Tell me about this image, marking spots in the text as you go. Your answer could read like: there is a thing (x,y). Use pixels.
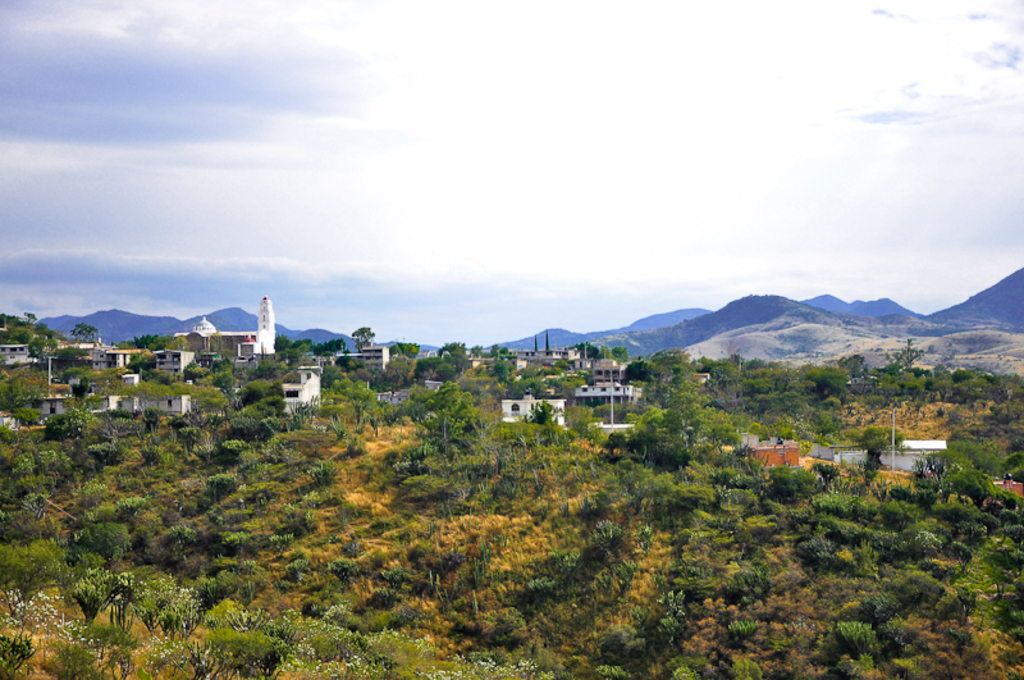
In this image we can see many buildings (292,396). At the bottom (319,581) there are trees (597,548). In the background (255,326) there are hills (774,345) and sky (528,233).
